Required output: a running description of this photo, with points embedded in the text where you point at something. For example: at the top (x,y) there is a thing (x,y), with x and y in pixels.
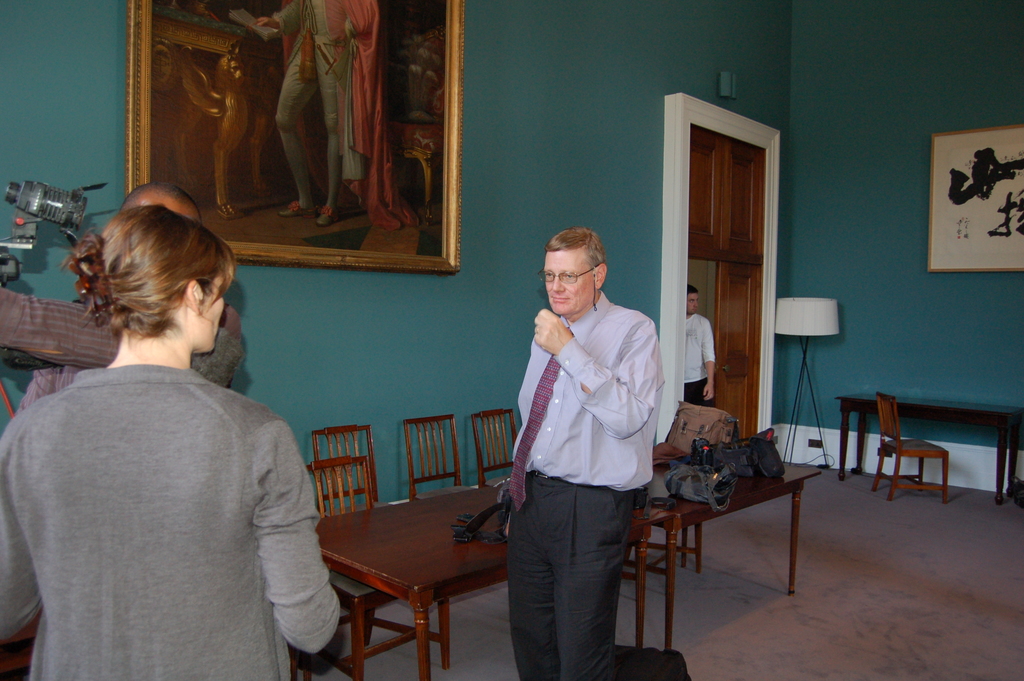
In this image some person (181,444) are standing on the floor (694,562) the room (619,622) has table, chairs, photos (984,214), posters (980,196), table lamp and bags (732,452) are there in the background (983,379) is green.
